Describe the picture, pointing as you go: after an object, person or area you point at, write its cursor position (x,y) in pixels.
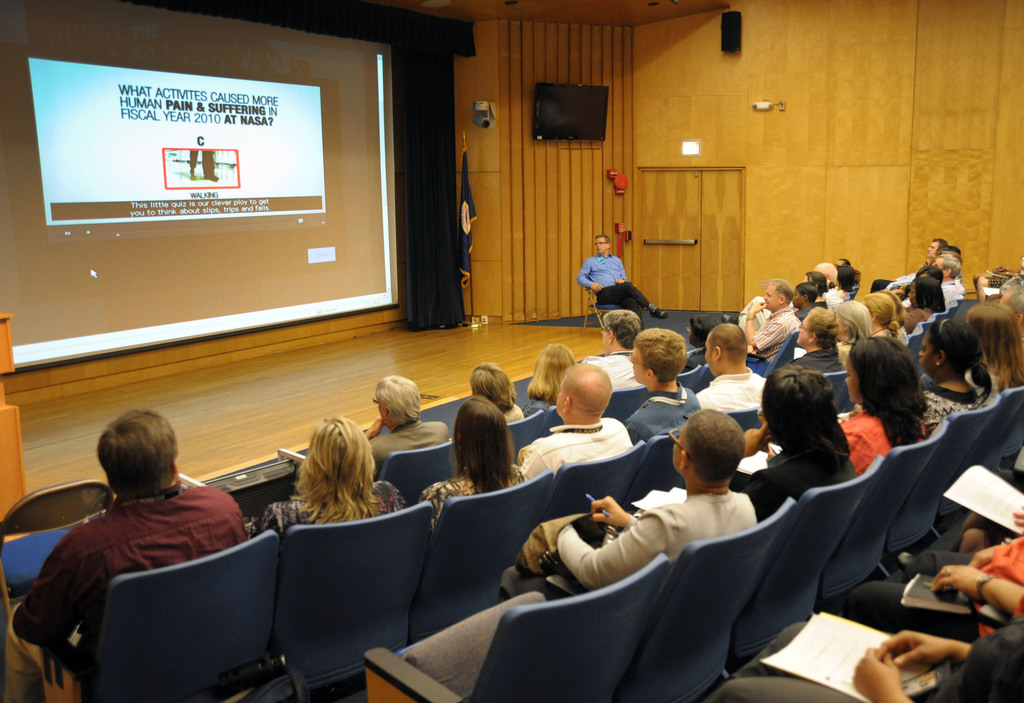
In this image we can see group of persons (795,323) sitting on chairs (902,528) and among them few people (681,458) are holding objects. Behind the persons (618,315) we can see a wall (783,201) where a tv (587,97), door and a speaker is attached. On the left side of the image (165,143) there is a screen (92,289) on which something is projected. In the middle of the image (443,240) we can see a curtain (447,301), camera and a flag (463,257) with stand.
